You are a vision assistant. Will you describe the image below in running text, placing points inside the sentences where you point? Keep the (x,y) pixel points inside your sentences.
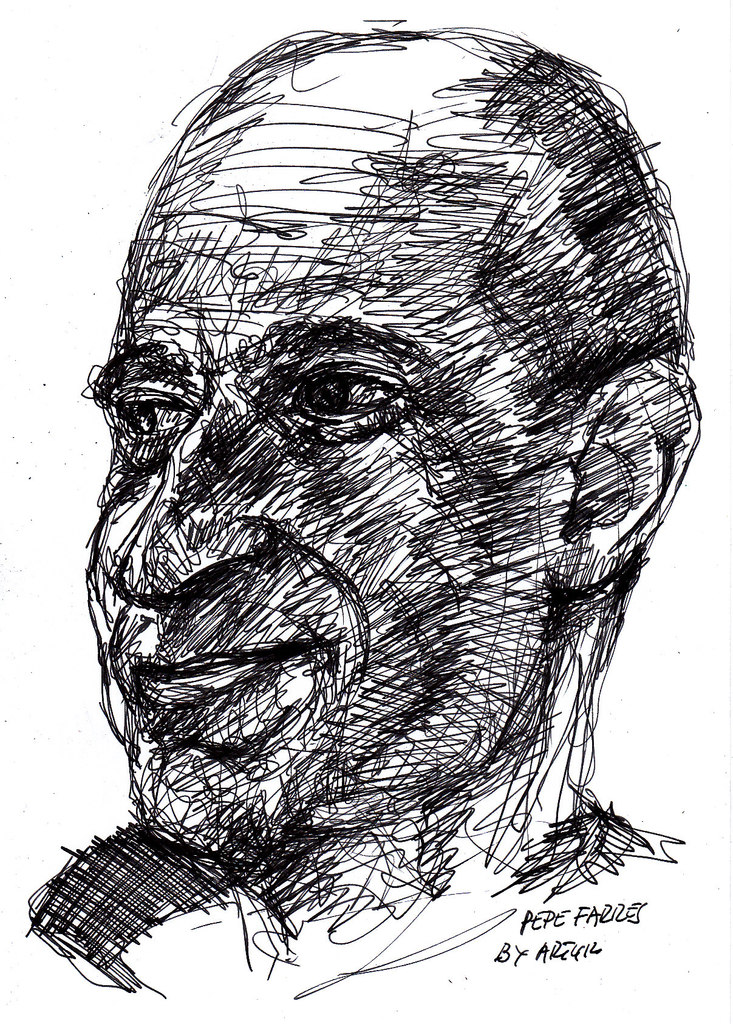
In this picture I can see there is a picture of a man (255,582), he is smiling and looking at left side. In the backdrop (596,932) there is a white surface (608,971).
